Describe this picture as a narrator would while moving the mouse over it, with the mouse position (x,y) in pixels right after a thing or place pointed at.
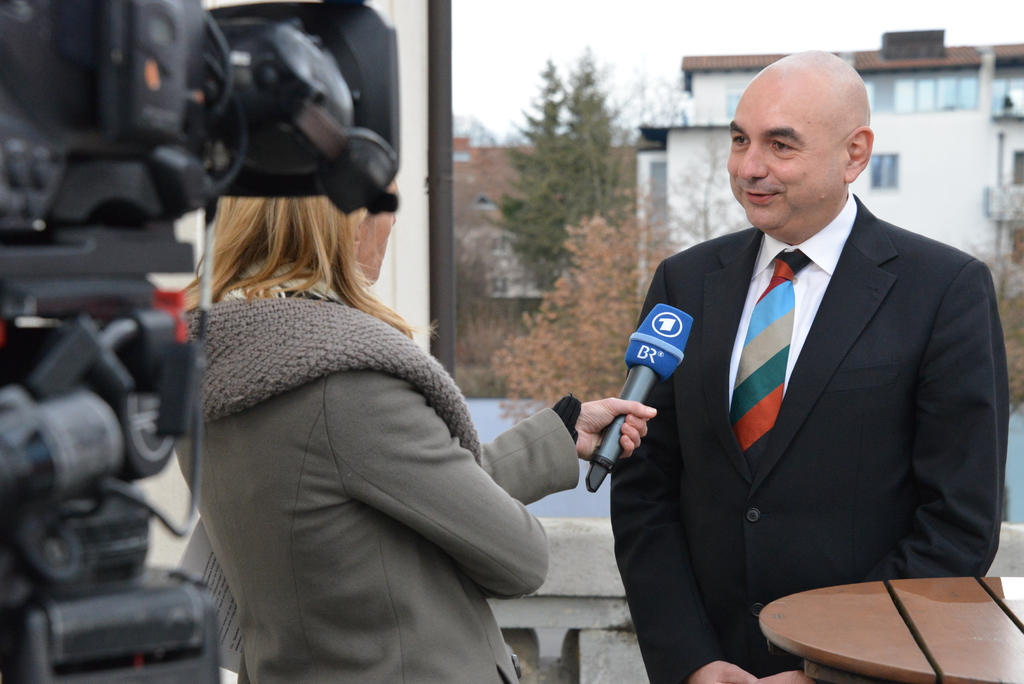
In this image we can see two people (795,210) standing. The lady (329,205) standing in the center (438,448) is holding a mic (678,318). On the left (101,26) there is a camera (146,26). In the background (522,199) there are buildings (904,175), trees (579,165) and sky (594,42). On the right (895,608) we can see a table (932,632).
